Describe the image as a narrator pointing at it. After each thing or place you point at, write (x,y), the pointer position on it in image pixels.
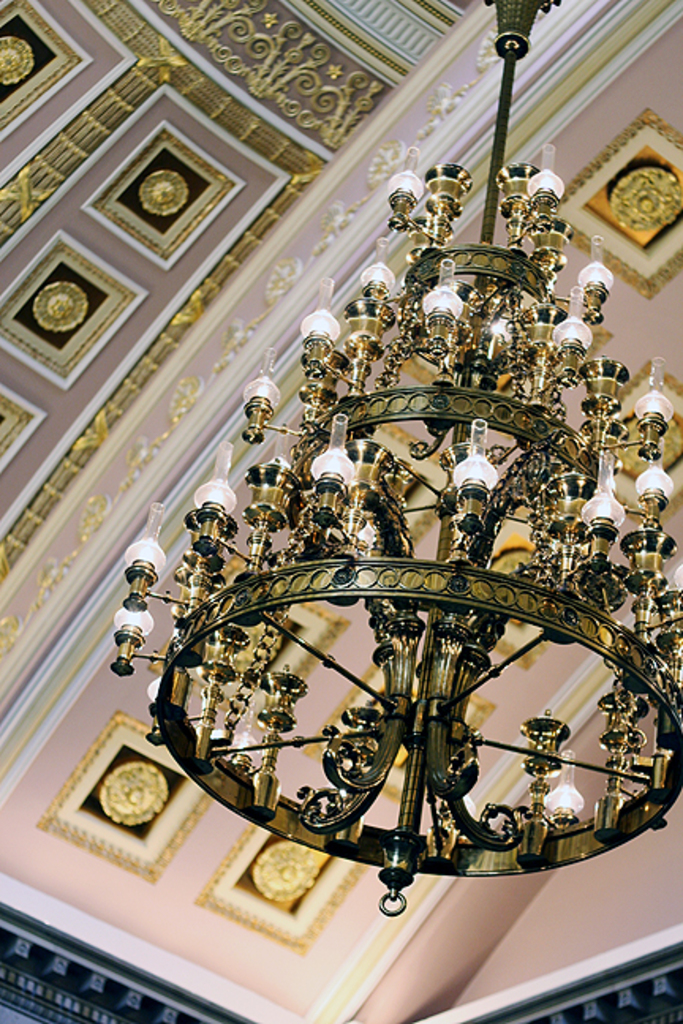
Here we can see a chandelier (467,480) hanging to the rooftop (527,67) and on the roof (124,258) we can see some designs (211,50).
